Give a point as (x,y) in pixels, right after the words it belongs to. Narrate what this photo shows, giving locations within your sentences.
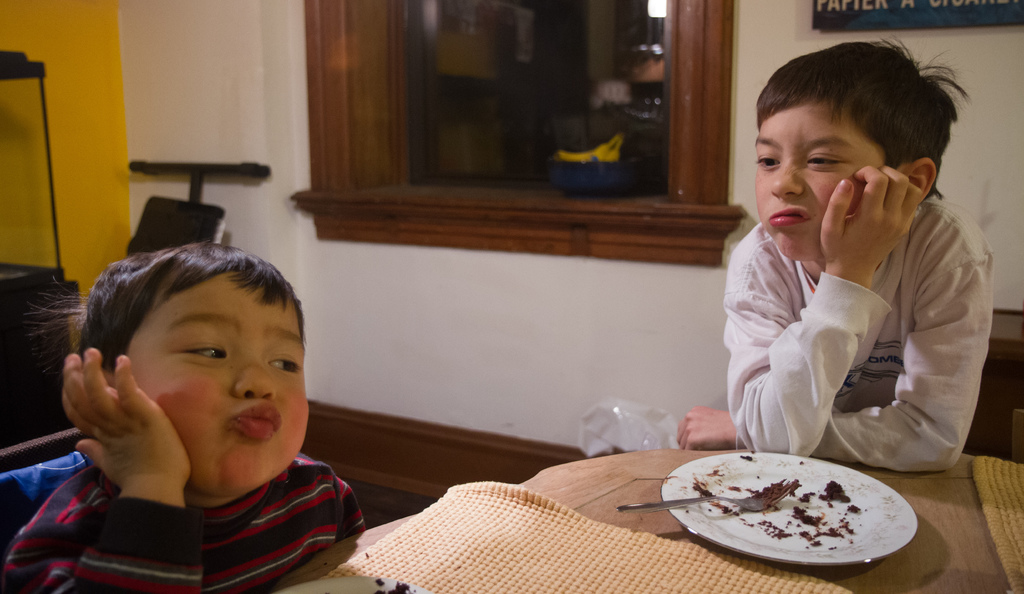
In the image we can see there are two kids (108,530) who are in front (811,232) and in front of them there is a table (626,549) on which there is a plate (834,521) and there is a fork (773,500) on the plate (822,502) and at the back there is a wall (207,86) in white and another wall (104,151) is in yellow colour and over here near the window (546,195) in the bowl (609,178) there is a banana (603,156) kept.
